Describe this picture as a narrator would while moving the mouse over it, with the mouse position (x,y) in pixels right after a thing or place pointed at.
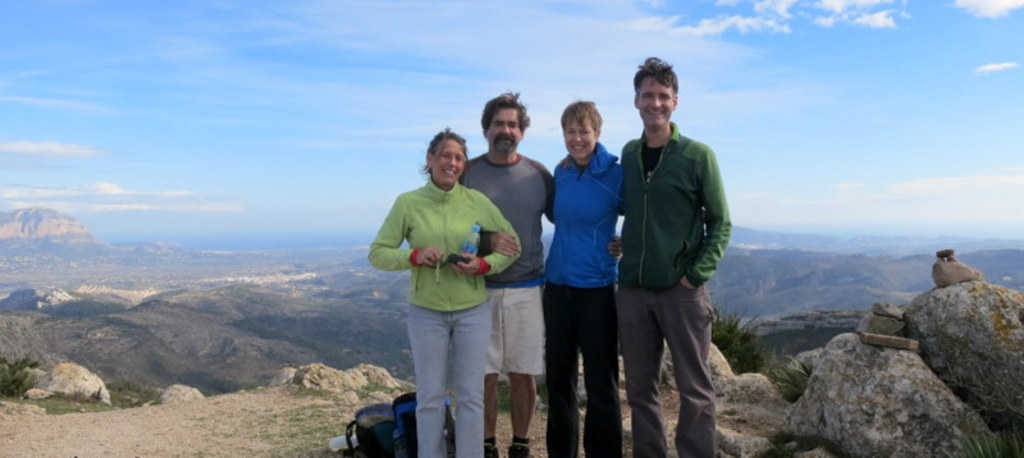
In the picture we can see two men (525,266) and two women (481,305) standing together and posing for a photograph and in the background of the picture (308,288) there are some mountains (53,322) and top of the picture (469,40) there is clear sky (331,46).
